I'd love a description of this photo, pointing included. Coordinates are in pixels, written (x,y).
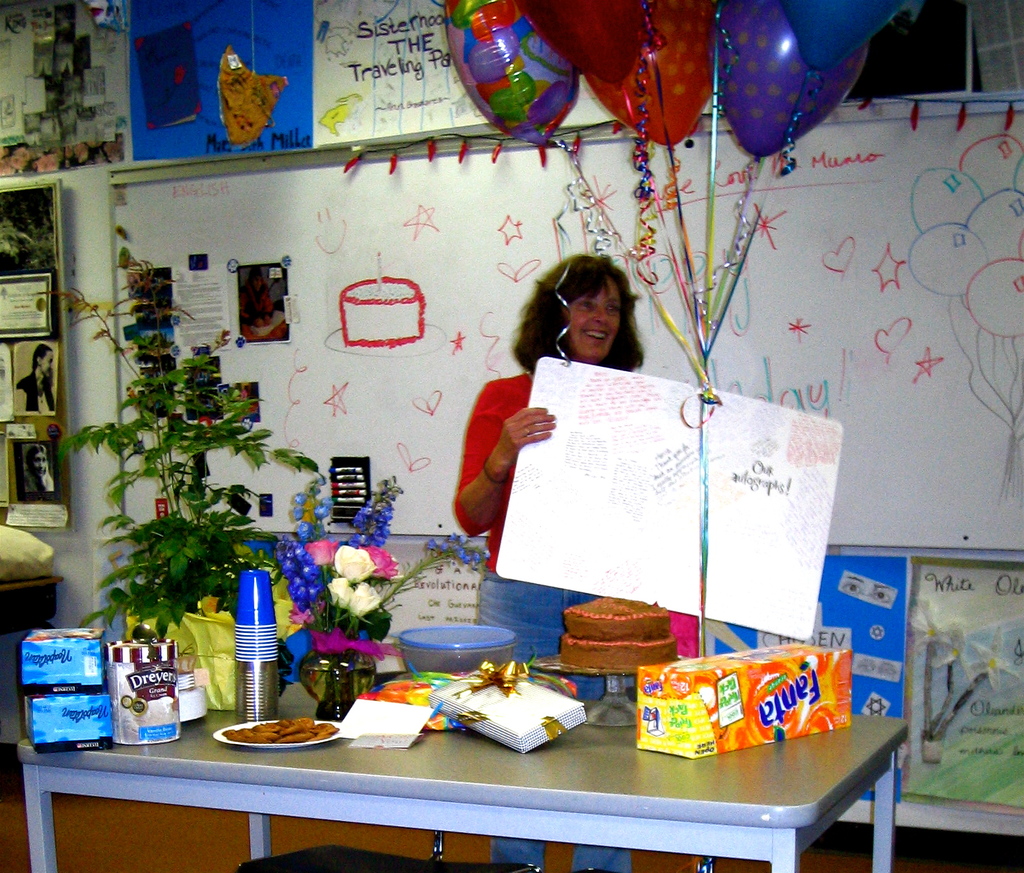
This image is taken inside a room (436,77). In this image a woman (583,259) is standing, holding a board (598,545) with text (615,405) in her hand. In the middle of the image (345,563) there is a table (879,737) with many things (456,701) on it. There are flowers (306,610) in the flower vase (306,672), there is a plant (170,506) in the pot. In the background (391,263) there is a board (310,271) with sketching (1022,283) on it. There is a wall (93,258) with many paintings (114,117) and picture frames (8,280) on it. At the top of the image (734,90) there are few balloons (769,54).
